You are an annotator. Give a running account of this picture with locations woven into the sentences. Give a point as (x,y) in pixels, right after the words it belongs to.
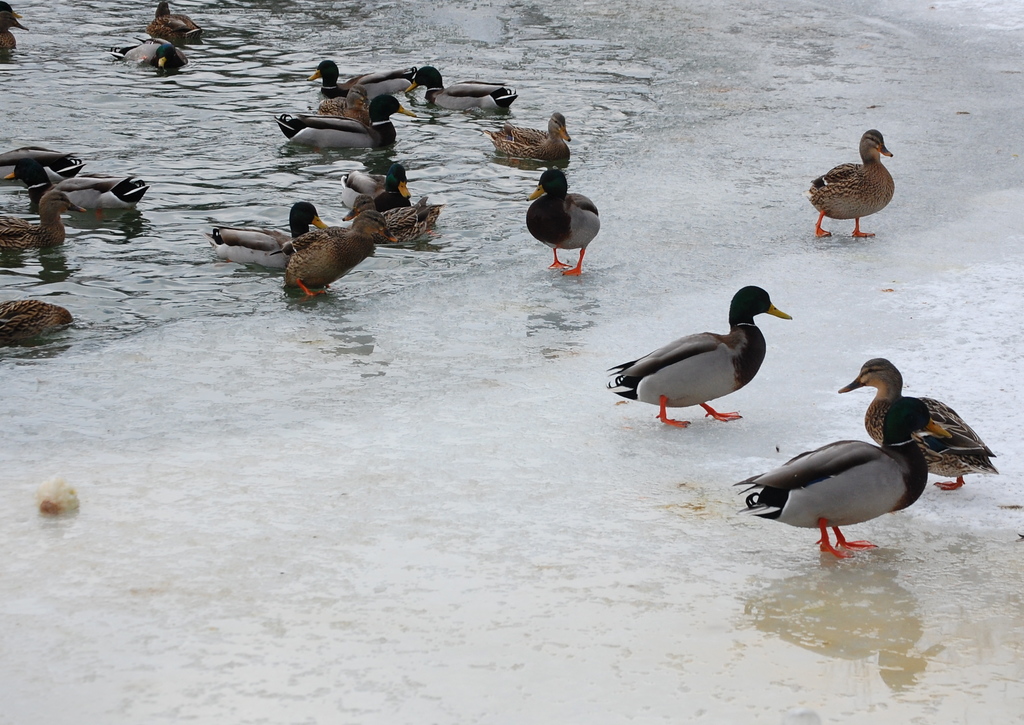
In this picture there are group of mallard birds (352,239) which are in different colors where few of them are in the right corner (828,463) and the remaining are in water (194,137) in the left corner (52,231).
